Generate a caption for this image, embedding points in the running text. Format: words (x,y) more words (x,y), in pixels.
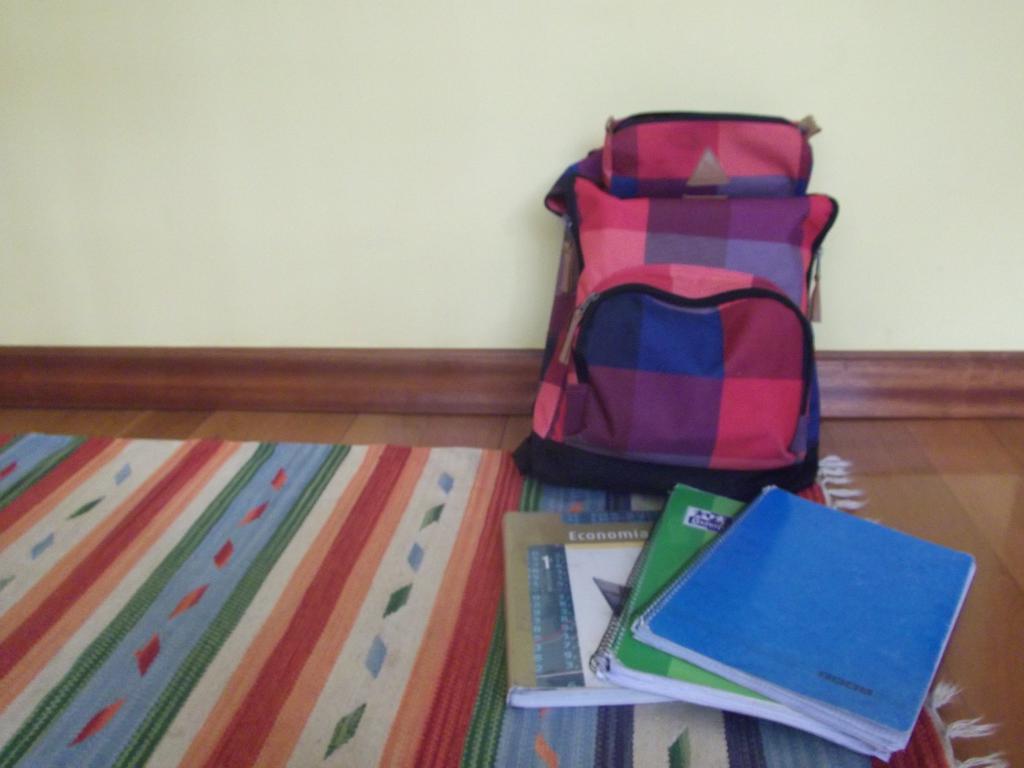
In the image we can see there is a bag (676,423) and on the mat (410,580) there are books (679,648) on the floor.
